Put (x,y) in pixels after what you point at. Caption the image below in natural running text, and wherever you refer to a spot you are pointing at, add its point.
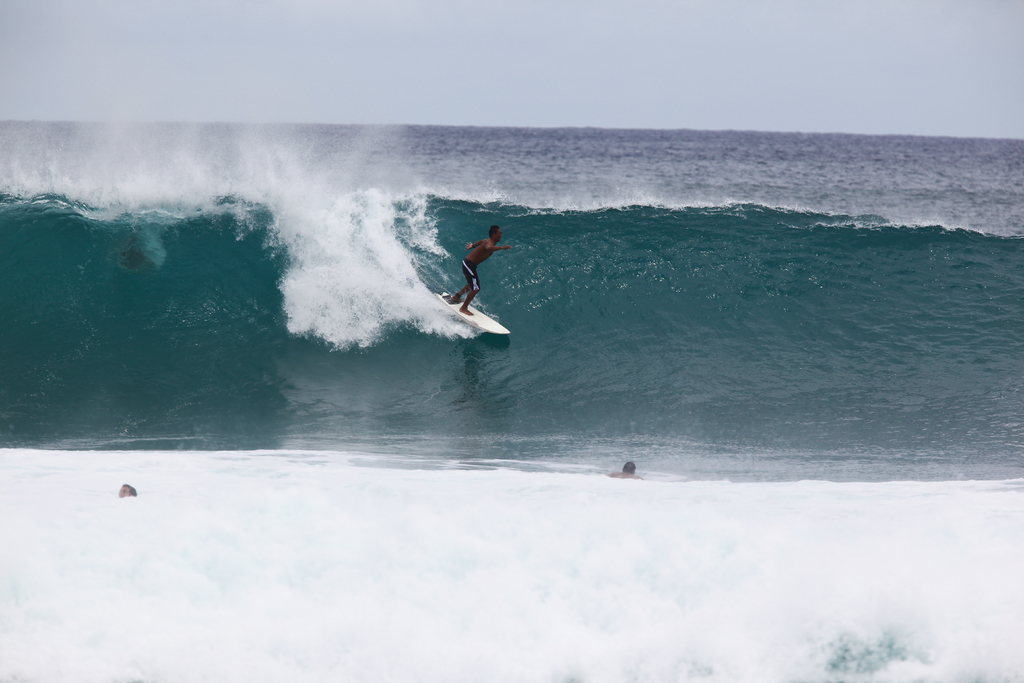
In the image in the center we can see two persons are in the water (437,241). And we can see one person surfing on the water (440,323). In the background (471,45) we can see the sky (502,71) and water (494,152).
